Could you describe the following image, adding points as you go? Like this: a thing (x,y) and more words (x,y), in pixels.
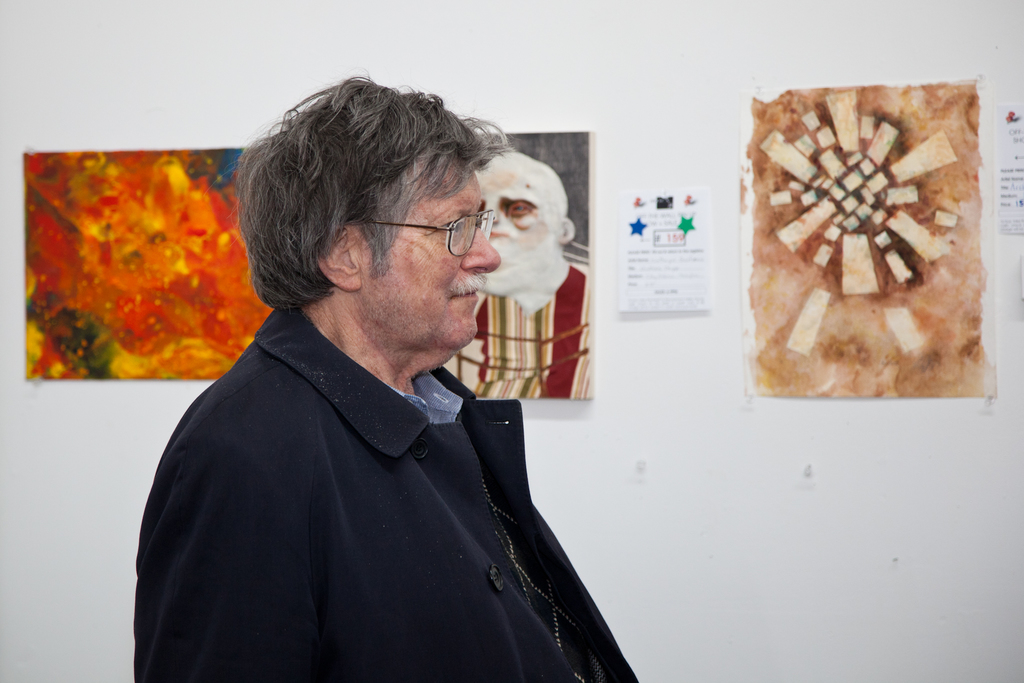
In this image there is an old man (375,382) who is wearing the black coat (390,515) is in the middle (365,453). In the background (412,34) there is a wall (627,5) to which there are posters (624,251) and frames (189,281).
